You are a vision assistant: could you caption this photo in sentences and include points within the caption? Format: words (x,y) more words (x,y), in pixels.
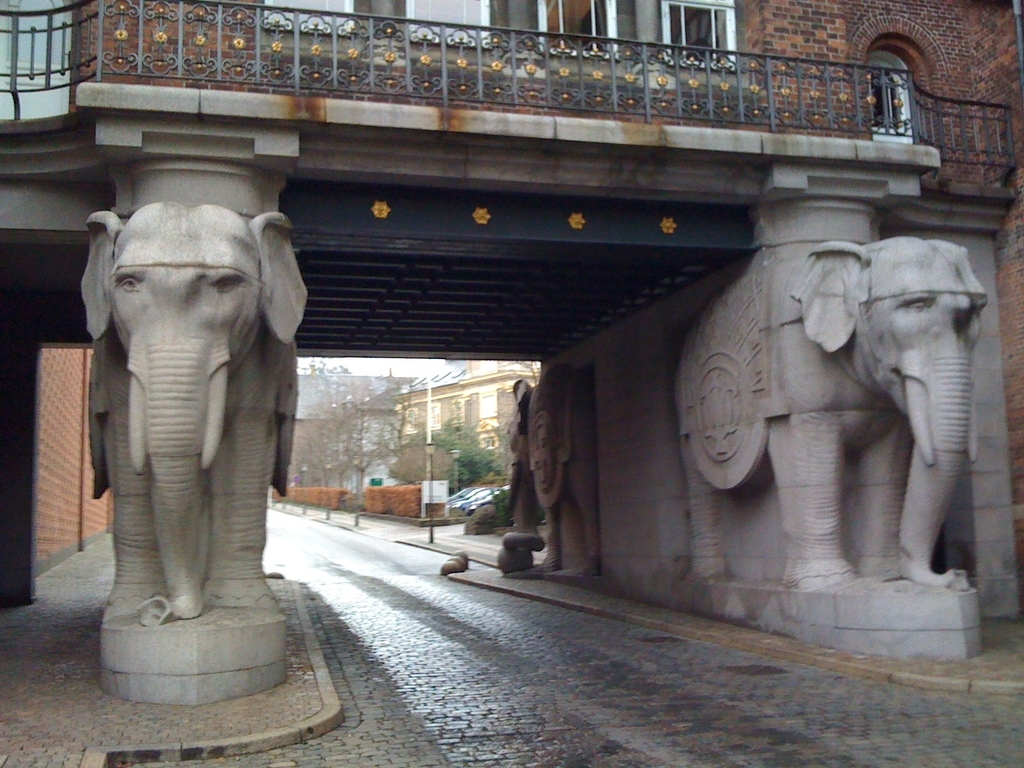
There are sculptures (230,421) in the foreground area of the image (147,429), there are windows (578,18) and railing (580,68) at the top side (505,67). There is a subway (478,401) in the center (454,462), there are trees (446,449), houses (439,415), poles (430,448) and vehicles (456,507) in the background (456,486).
